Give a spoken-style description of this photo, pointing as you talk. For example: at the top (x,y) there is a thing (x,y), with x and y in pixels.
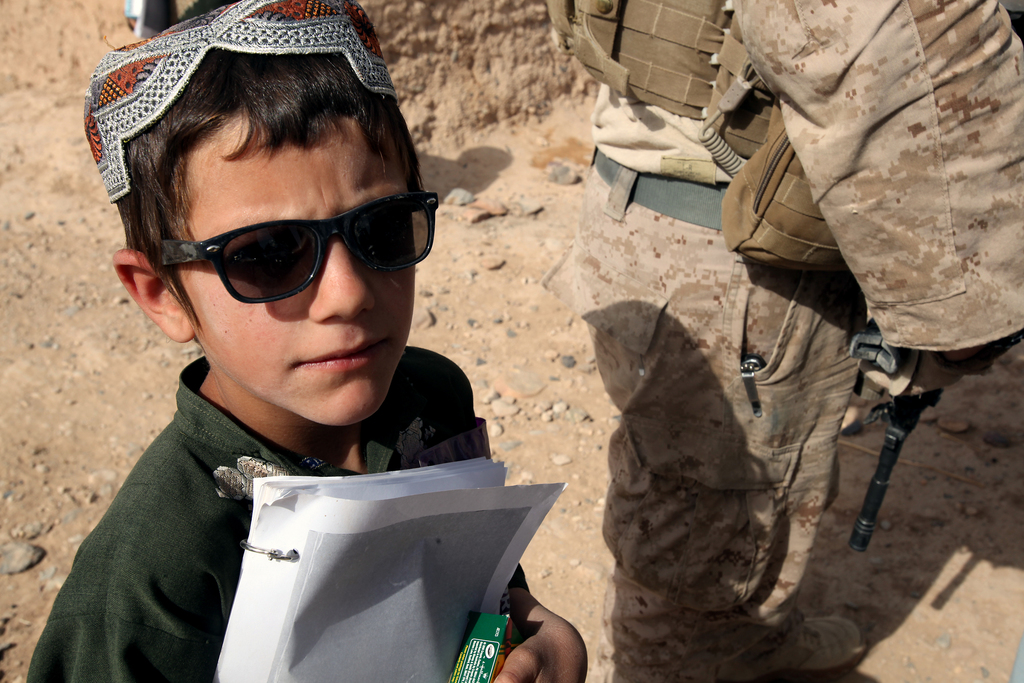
In this image we can see persons (606,162) standing on the ground (96,462) and one of them is holding papers (346,550) in the hands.
